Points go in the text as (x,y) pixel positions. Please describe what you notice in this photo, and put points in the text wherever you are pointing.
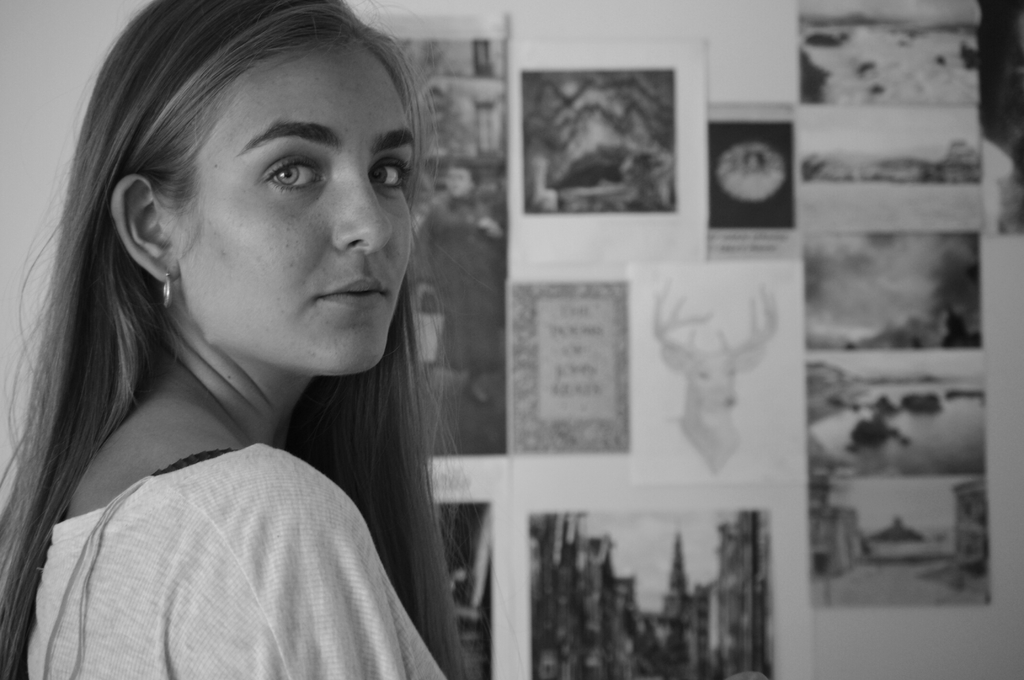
In this picture we can see a woman (177,610), in the background (669,173) we can see some photos (745,343) on the wall (497,583).
